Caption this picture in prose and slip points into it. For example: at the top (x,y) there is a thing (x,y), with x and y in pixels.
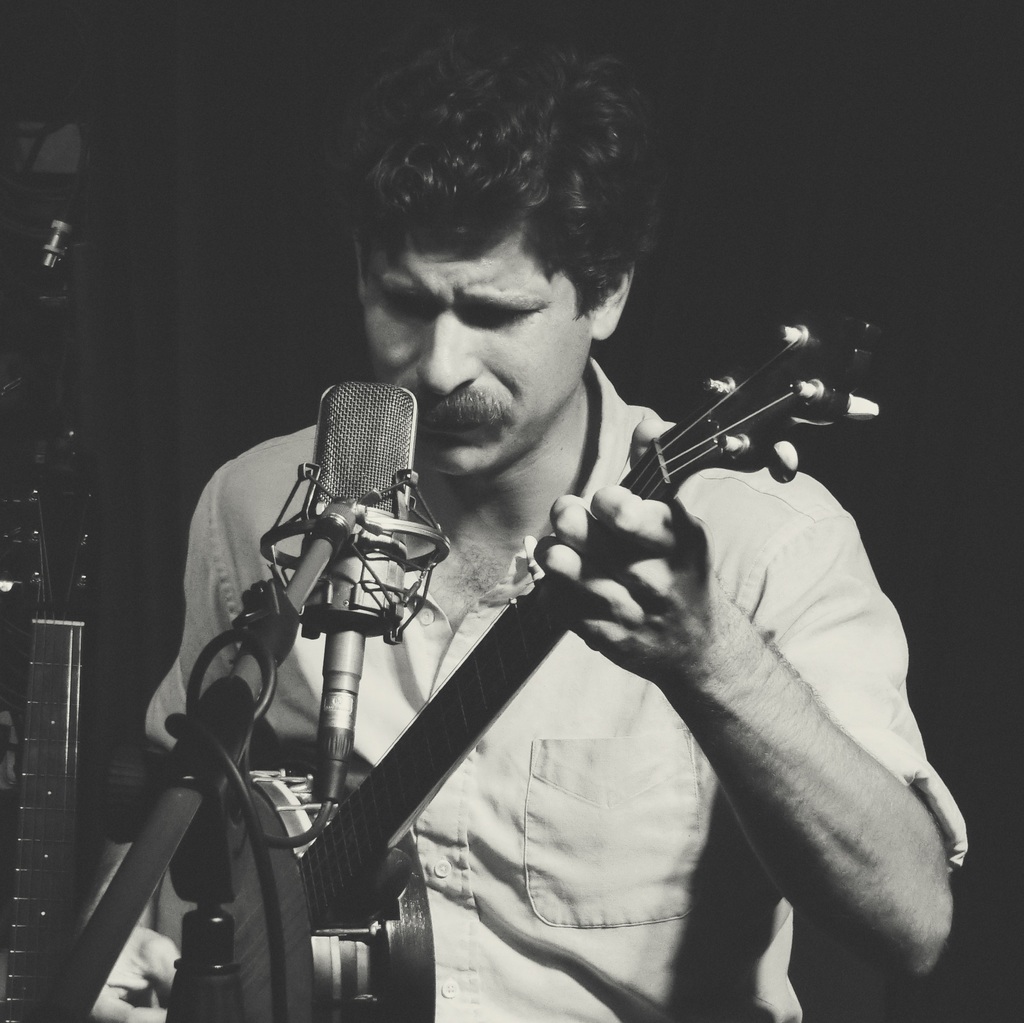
In this image, we can see a man (518,431) is holding a musical instrument (362,881). Left side of the image (124,914), we can see a stand (138,901) with microphone (337,660) and wires (274,957).
